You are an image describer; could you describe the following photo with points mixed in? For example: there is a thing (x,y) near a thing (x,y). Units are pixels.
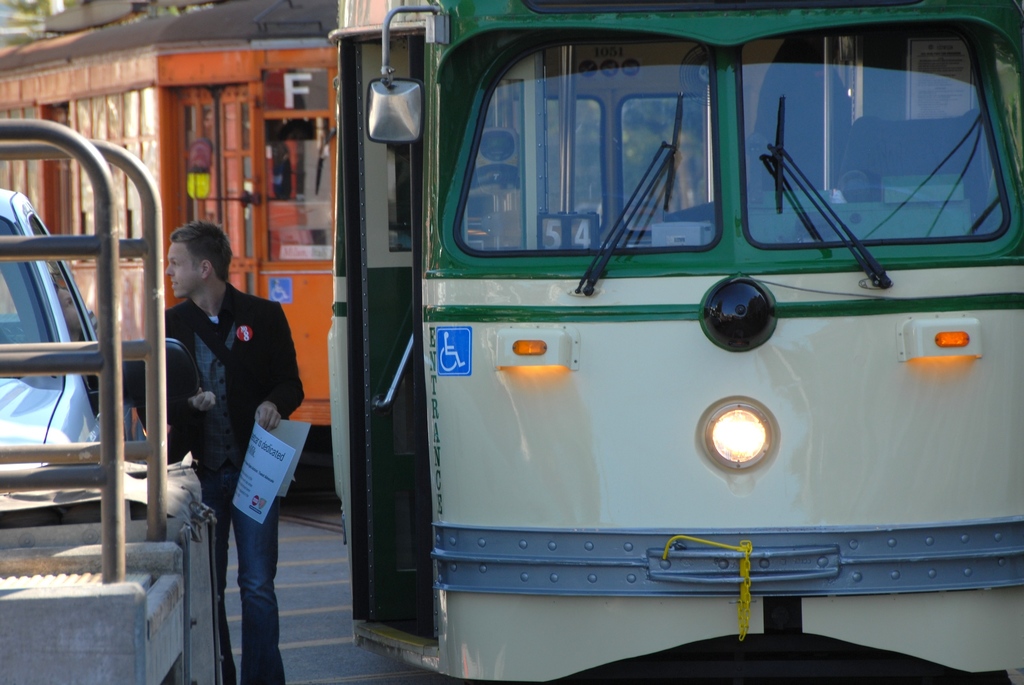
In this picture there are some vehicles (427,127) where there is a tram (933,290) at the front (665,360) with green color windows (766,26) and also with headlights (734,431) which are glowing and here is another tram (183,49) which is orange in color and here is a person (265,618) who is holding a paper (270,463) in his left hand (272,408) and he is also having some badge (248,329) and here is a car (17,212) which is white in color and the person (168,312) is looking towards his right.
